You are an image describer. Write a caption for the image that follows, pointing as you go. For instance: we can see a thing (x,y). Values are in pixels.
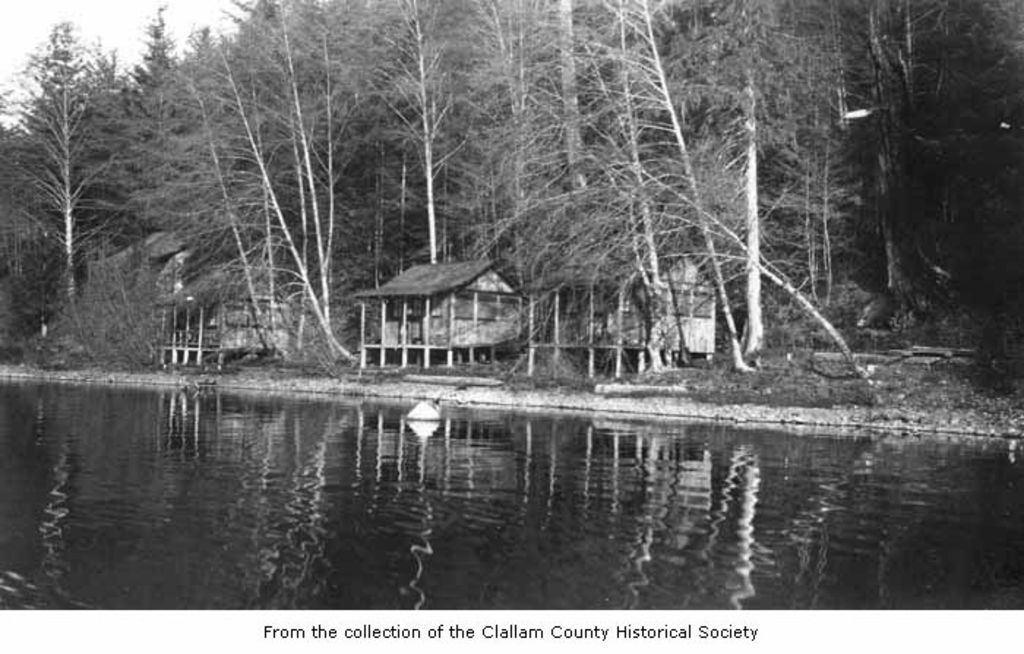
In this image I can see the water (443,536), background (693,323) I can see few houses (493,269), trees (559,162) and the sky (138,37) and the image is in black and white.
